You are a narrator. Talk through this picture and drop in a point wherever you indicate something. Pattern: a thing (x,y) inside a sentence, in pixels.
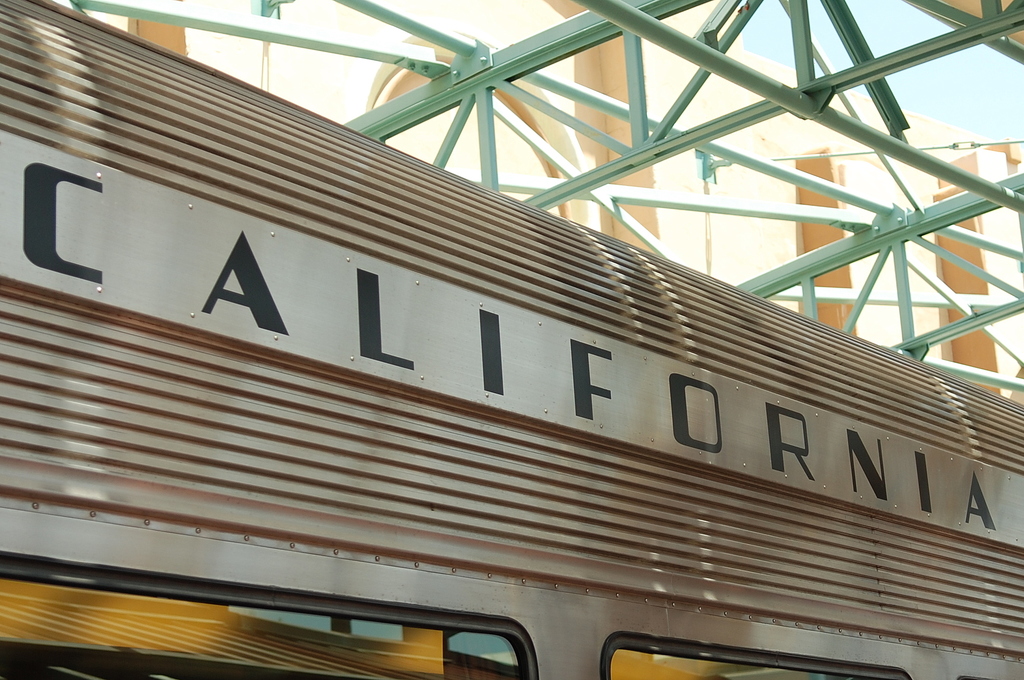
This picture looks like a train (461,545) and I can see text (584,390) on it and I can see a building (431,154) and a blue cloudy sky (870,38).
